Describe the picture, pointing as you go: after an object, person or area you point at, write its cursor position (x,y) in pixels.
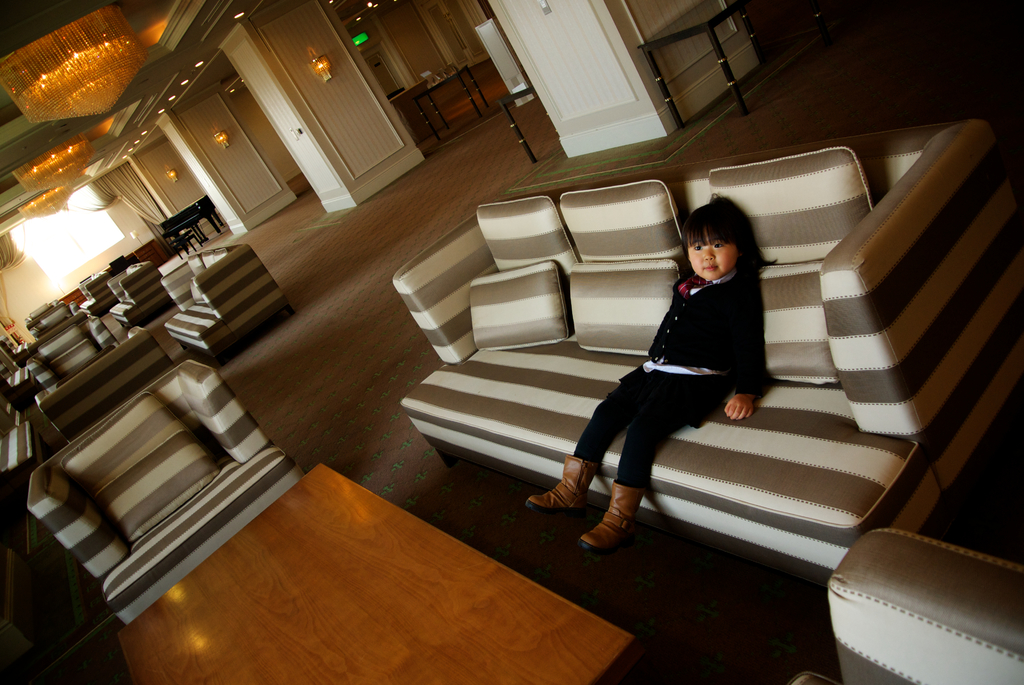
In this picture we can see a girl (744,320) sitting, pillows (757,228) on a sofa (857,403), tables (306,561), chairs (77,385) on the floor (801,126) and in the background (316,163) we can see the lights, pillars (192,165), curtains (130,194), chandeliers (53,213), window (74,250), wall (124,226) and some objects (126,257).
